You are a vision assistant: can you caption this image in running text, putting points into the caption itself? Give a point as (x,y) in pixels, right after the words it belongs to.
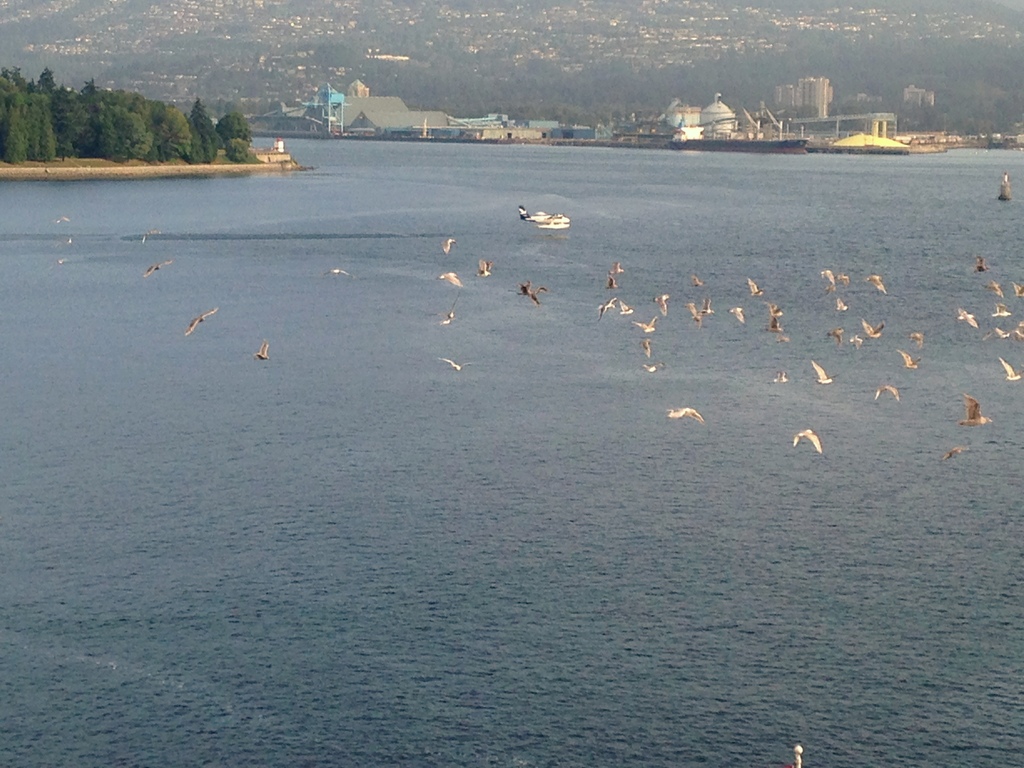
In this image we can see a group of birds (1007,315) flying in the sky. In the center of the image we can see a seaplane (553,221) in the water (535,484). On the left side of the image (36,117) we can see a group of trees (192,143). In the background (481,131), we can see some buildings (387,114), containers (695,111) and some poles (877,127).
